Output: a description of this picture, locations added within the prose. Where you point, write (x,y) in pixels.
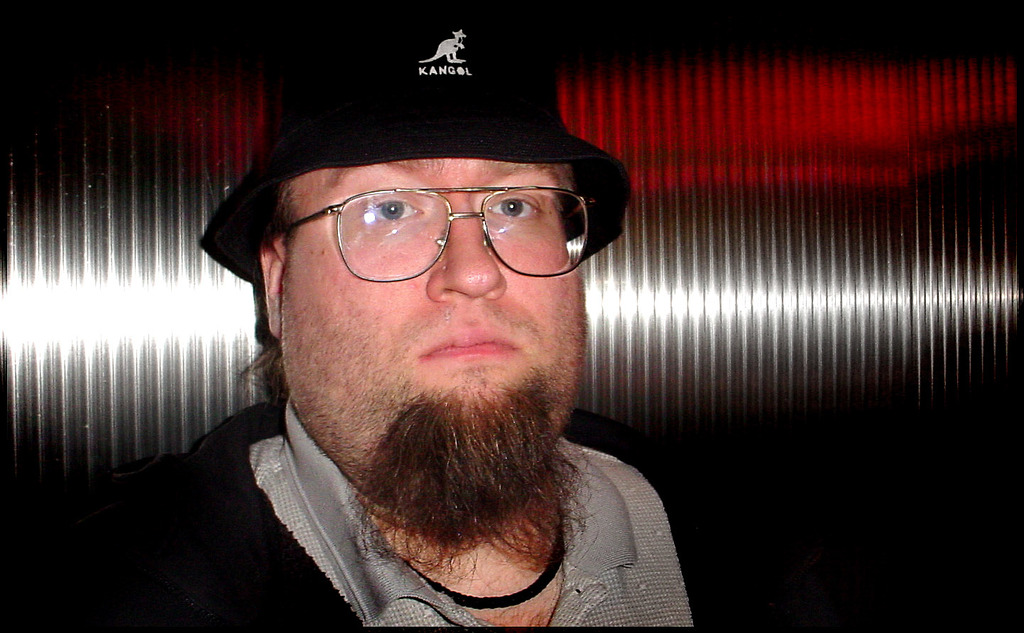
In this image, we can see a man (432,489) is wearing a cap (415,137) and spectacles (429,249). He is watching. Background (803,339) we can see steel object (766,326).
